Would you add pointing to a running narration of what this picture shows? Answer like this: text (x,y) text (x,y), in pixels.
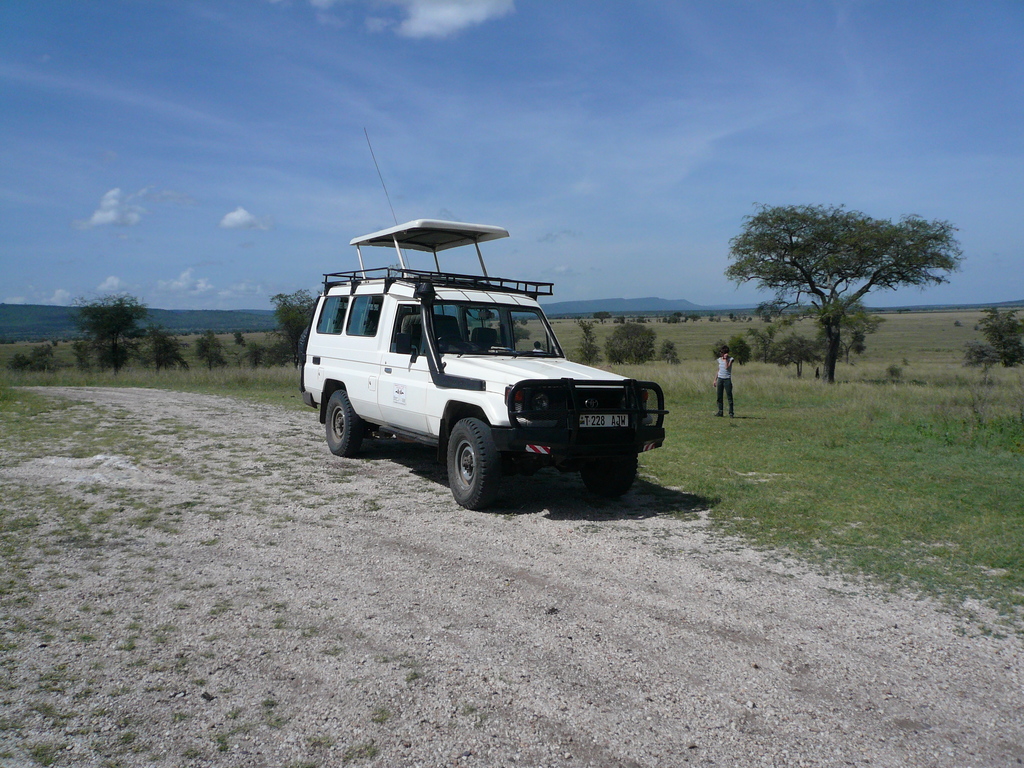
In the center of the image (458,420) we can see a vehicle (508,422). On the right (718,379) there is a person (729,389) standing. In the background (157,286) there are trees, hills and sky (422,108). At the bottom (940,517) there is grass (864,528).
